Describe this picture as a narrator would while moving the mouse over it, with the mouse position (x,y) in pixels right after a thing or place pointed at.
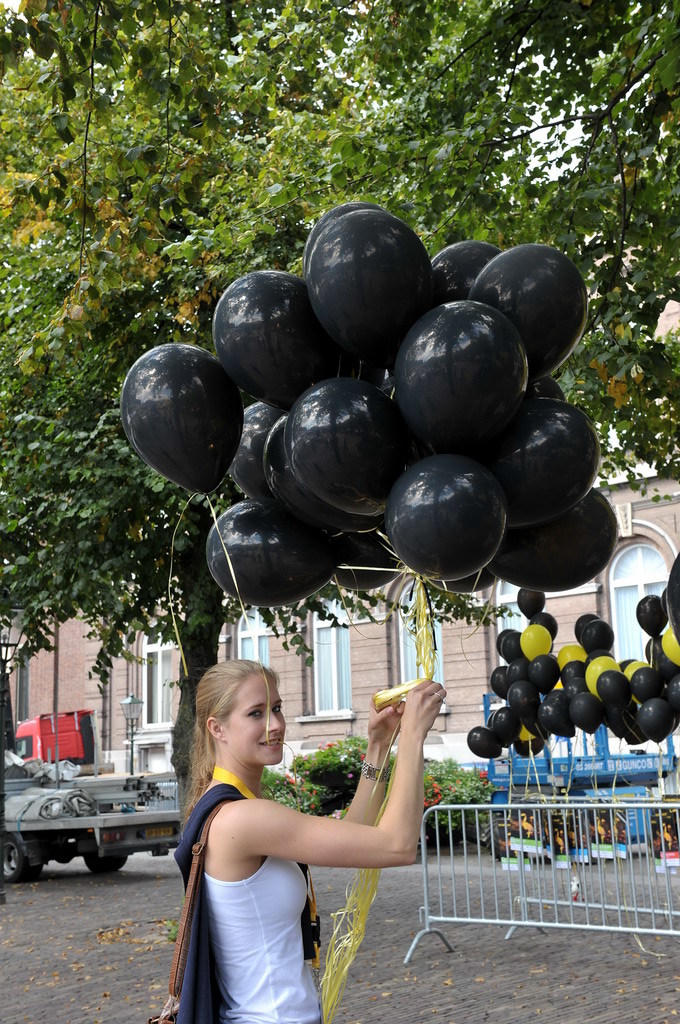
In this image, we can see a woman (294,936) standing and she is holding some balloons (474,478), we can see a steel stand (465,855), there are some balloons (651,674), we can see a vehicle (121,815), there are some green trees (242,132), we can see a building (369,605) and some windows (630,615) on the building (117,671).
